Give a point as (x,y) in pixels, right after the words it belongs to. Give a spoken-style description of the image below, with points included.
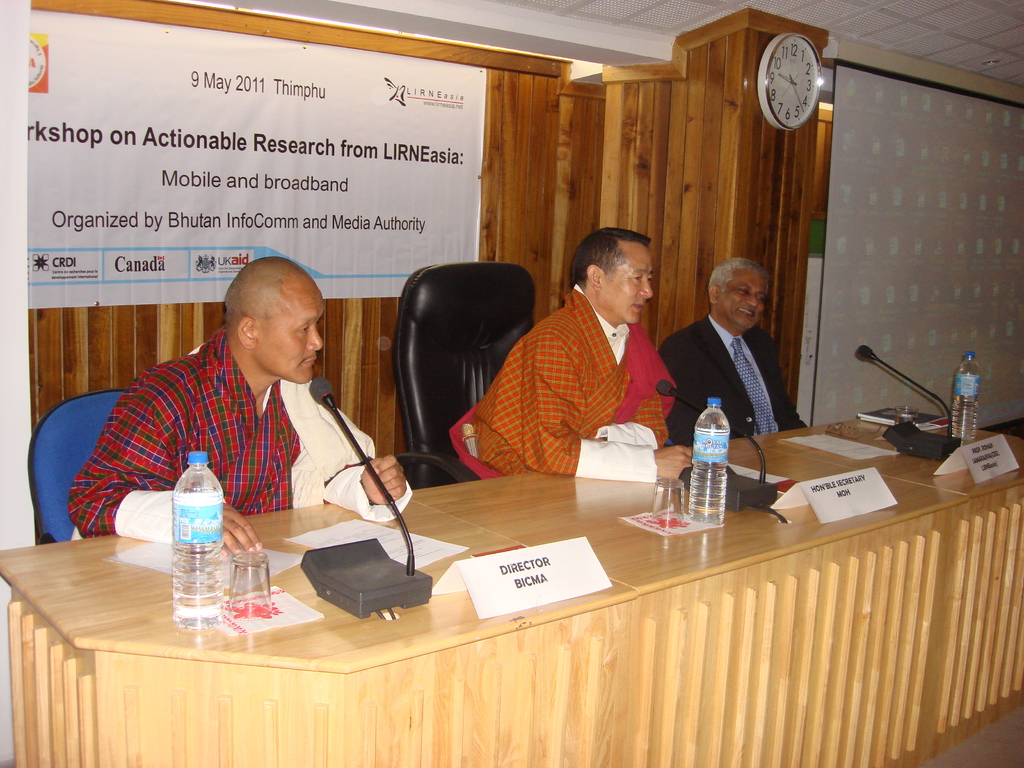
It is a closed room (692,284) where only three people (641,277) are present and they are sitting on the chairs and at the left corner of the picture (307,311) one person (132,406) is wearing a red and blue shirt (196,439) and in the middle (548,376) the person (543,415) is wearing a orange shirt (597,400) and at the right corner (720,379) the person (704,359) is wearing a black shirt (736,383) and behind them there is a wooden wall (744,121) and one poster (199,153) on it and some text (273,154) written and there is a one wall clock (771,112) and coming to the table (29,730) there are water bottles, glasses (663,507) and name plates (515,591) on it.
